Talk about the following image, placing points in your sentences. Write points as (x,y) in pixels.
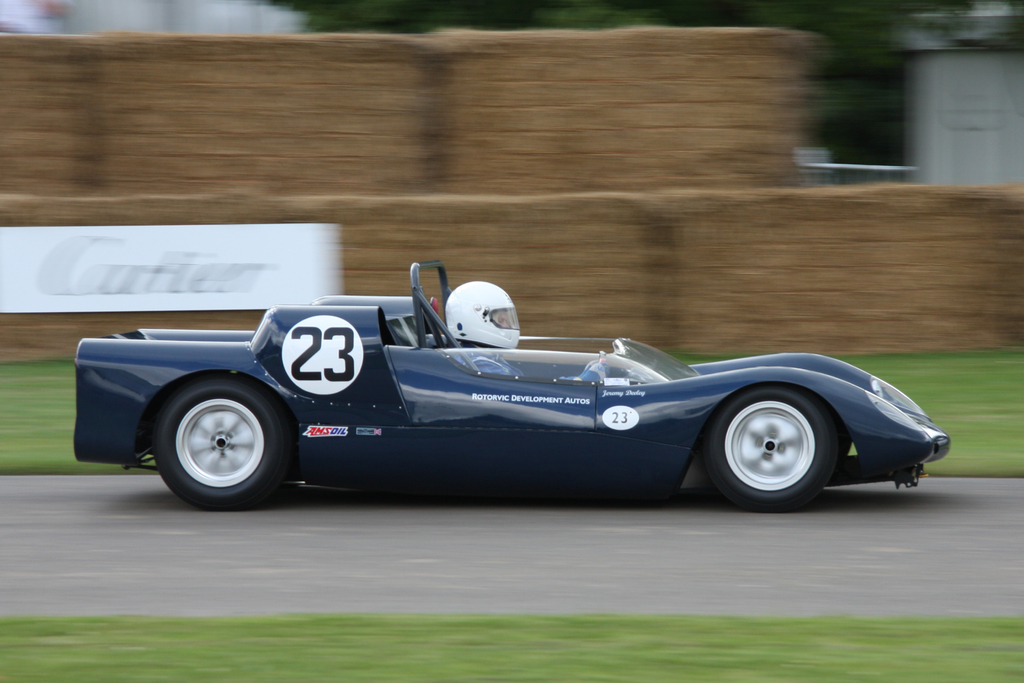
In the center of the image (468,384) we can see one car (523,446) on the road (529,553). And we can see one person (475,303) sitting in the car (529,372) and wearing a helmet (460,312). In the background (537,279) there is a wall (236,103), banner (206,230), grass (996,420) and a few other objects (973,45).
